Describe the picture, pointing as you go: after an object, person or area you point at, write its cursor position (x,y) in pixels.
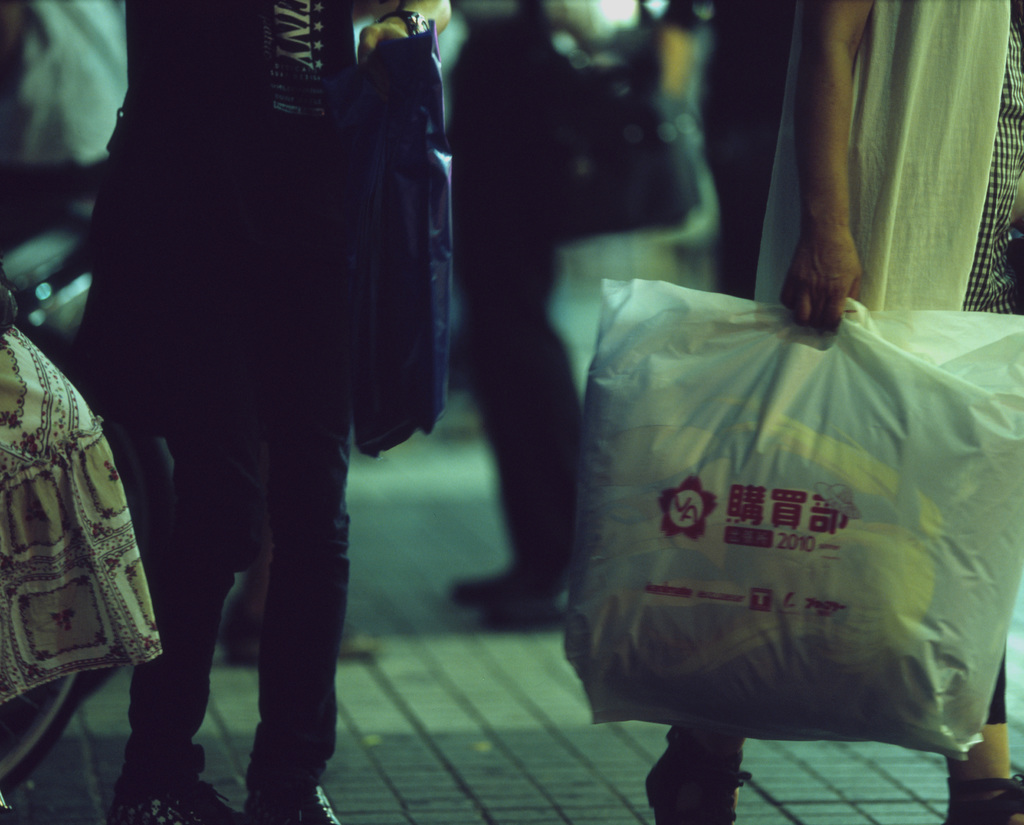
There are many people (485,231) holding covers (586,398) and walking.
